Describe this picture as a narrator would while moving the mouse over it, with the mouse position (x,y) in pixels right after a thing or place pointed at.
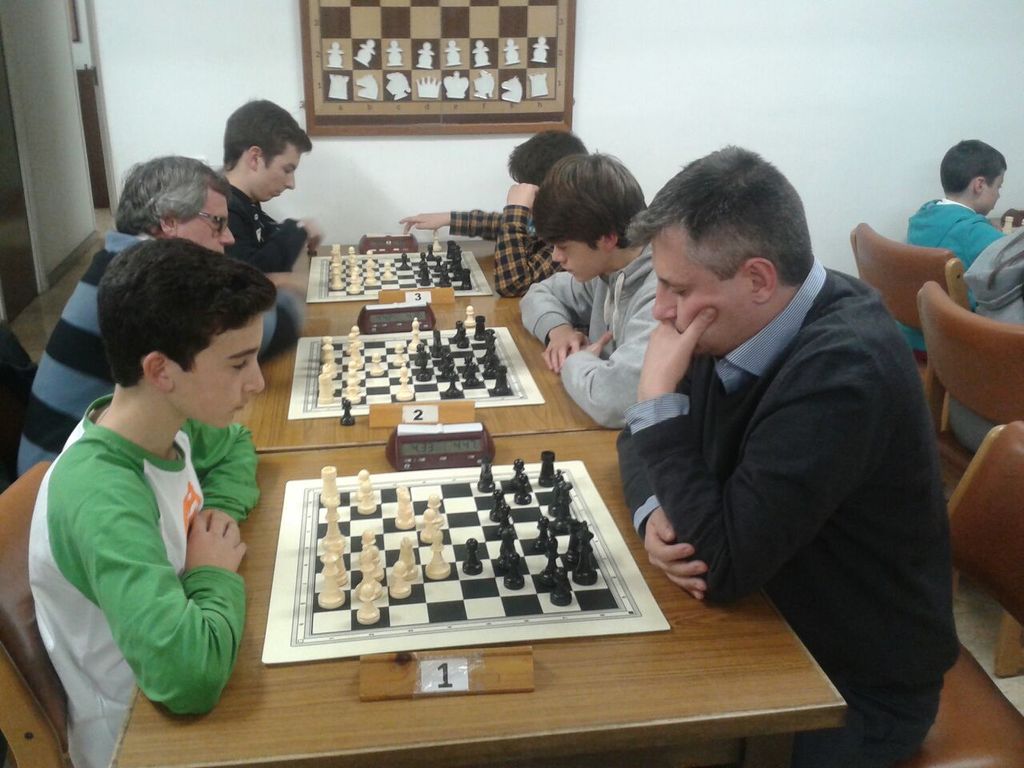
In this image there are group of people (276,249) sitting and playing chess game in the table (272,491), there is number board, chess board (386,513), chess coins (404,521), timer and the back ground (453,6) there is chess frame (437,103) attached to wall (440,137), and a door (6,285).
